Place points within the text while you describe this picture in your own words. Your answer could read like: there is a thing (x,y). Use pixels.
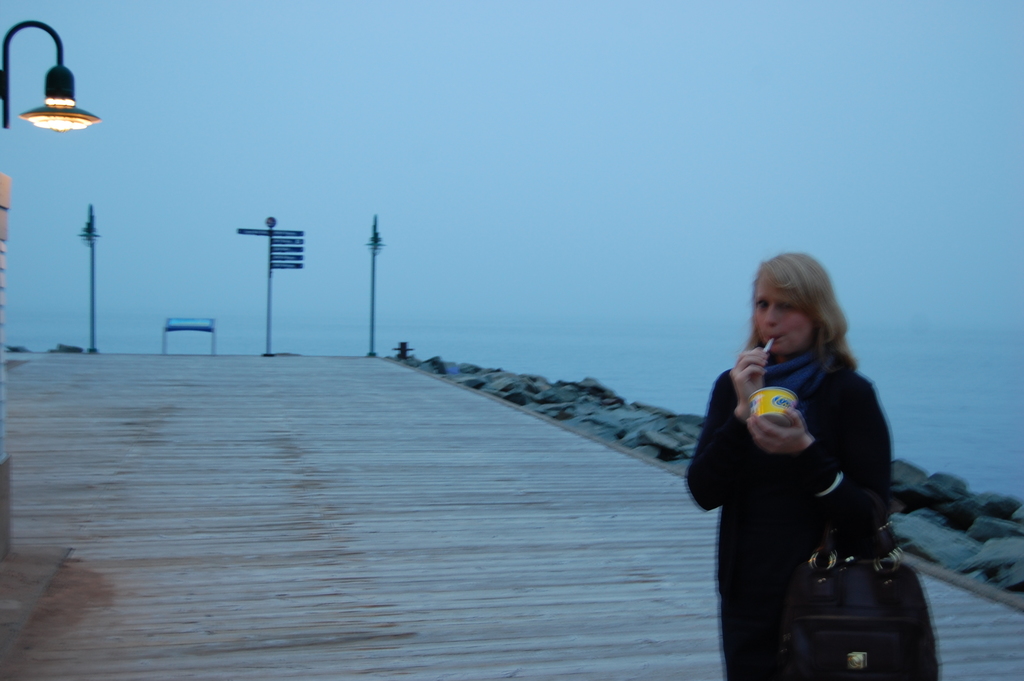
This is the picture of outside of the city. There is a woman (787,549) standing at the front (809,606). At the left side of the image (61,66) there is a light (67,89). At the back (492,347) there is a water (636,358) and there are stones (680,439), at the top (242,89) there is a sky (366,82).
